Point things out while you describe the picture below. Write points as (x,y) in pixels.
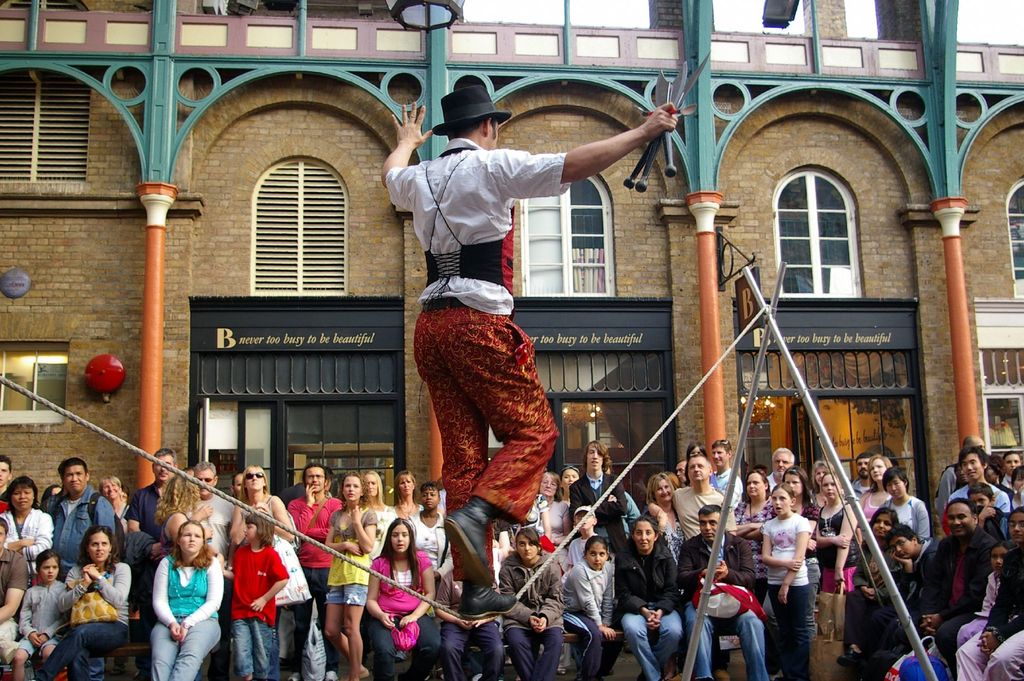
In this image I can see one person (483,269) standing on the rope (549,560) and wearing the white and orange color dress (448,337). I can see the person (623,146) holding something and wearing the hat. In the background (505,586) I can see many people (584,543) with different color dresses (704,544). I can also see the building (278,327) with boards (629,331) and windows (589,433).
